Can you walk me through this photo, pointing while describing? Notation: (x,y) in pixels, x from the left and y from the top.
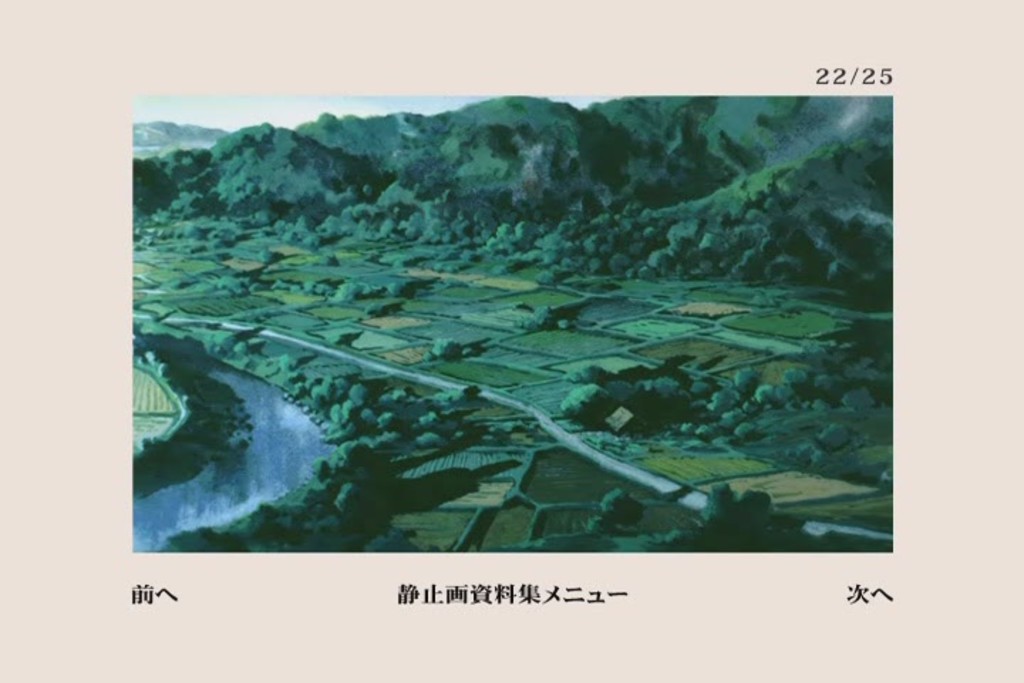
In this image I can see the ground (520,473). To the left (264,479) I can see the water (253,463). In the back (431,203) there are mountains (303,185) and the sky (326,100).
